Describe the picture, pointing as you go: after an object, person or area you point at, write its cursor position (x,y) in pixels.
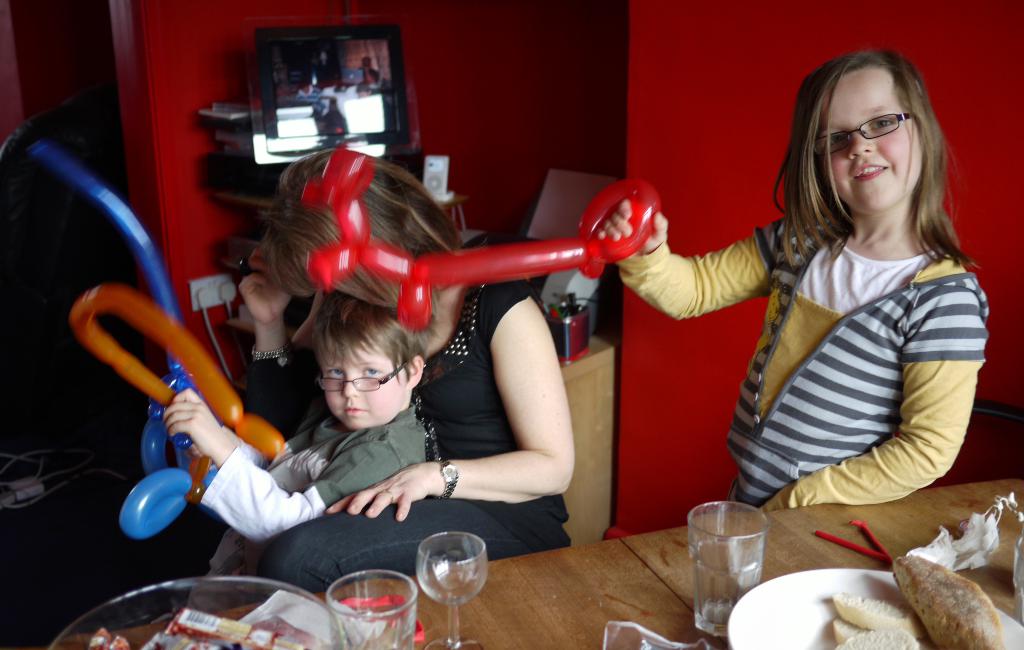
This is the woman (456,446) sitting. I can see a girl (841,279) standing and a boy (357,431) sitting and holding the toy balloons (225,384) in their hands (620,237). This is the table (559,583) with the glasses (443,595), plate (818,608), bowls (240,612) and few other things (636,634) on it. I can see a monitor (378,151), speaker (431,168) and few other things (234,163) placed on the shelf (261,196). Here is the wall (540,80), which is red in color. On the left side of the image (64,483), that looks like a cable (17,499).
